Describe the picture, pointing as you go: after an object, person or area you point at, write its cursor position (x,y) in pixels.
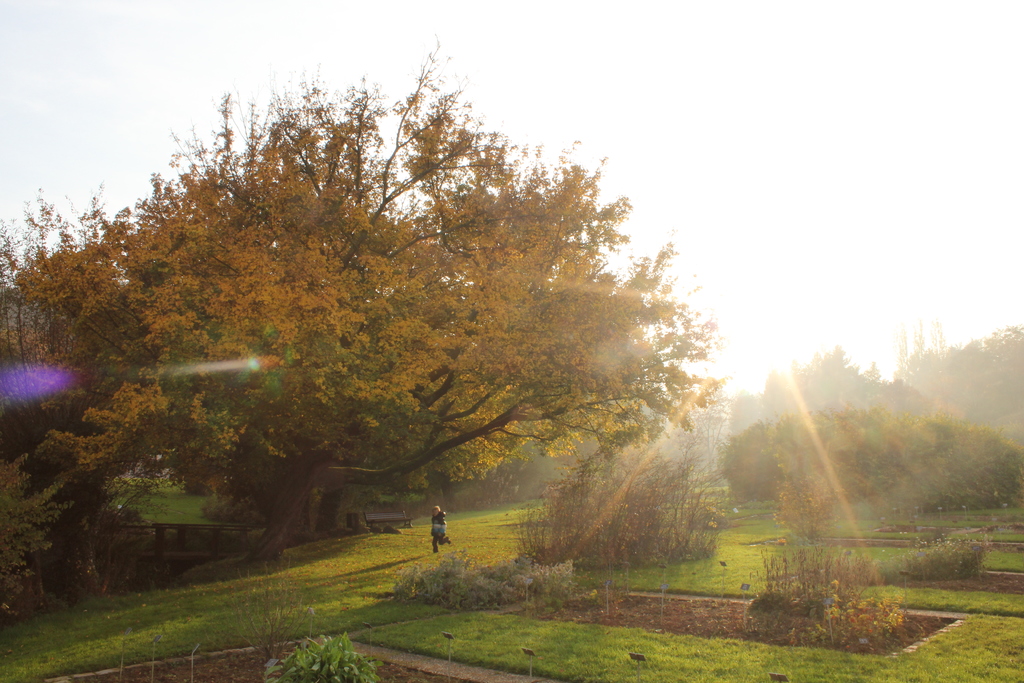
In this image we can see trees (753,410). On the ground (447,547) there is grass (498,616). Also we can see a person (442,527) running. In the background (483,70) there is sky (761,79).
